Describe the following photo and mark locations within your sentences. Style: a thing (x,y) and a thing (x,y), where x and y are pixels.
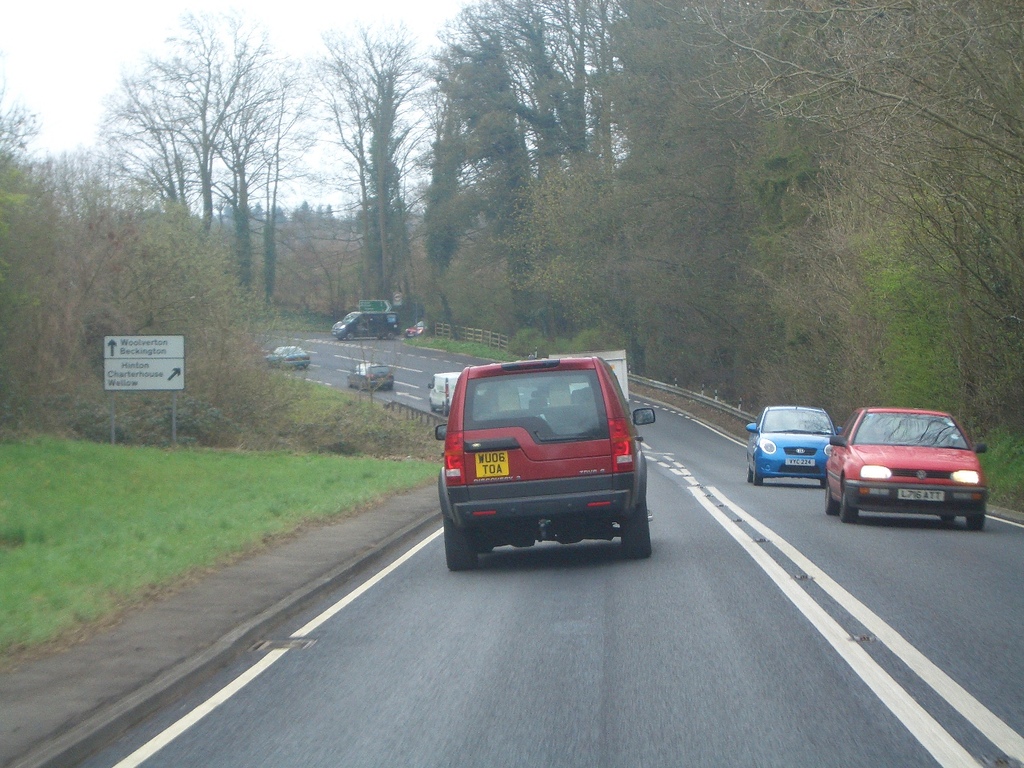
In this image I can see the road (555,617). On the road (535,594) there are many vehicles (548,427) which are colorful. To the left (148,357) I can see the board (145,370). In the background (286,228) there are many trees (234,163) and the white sky (304,83).
